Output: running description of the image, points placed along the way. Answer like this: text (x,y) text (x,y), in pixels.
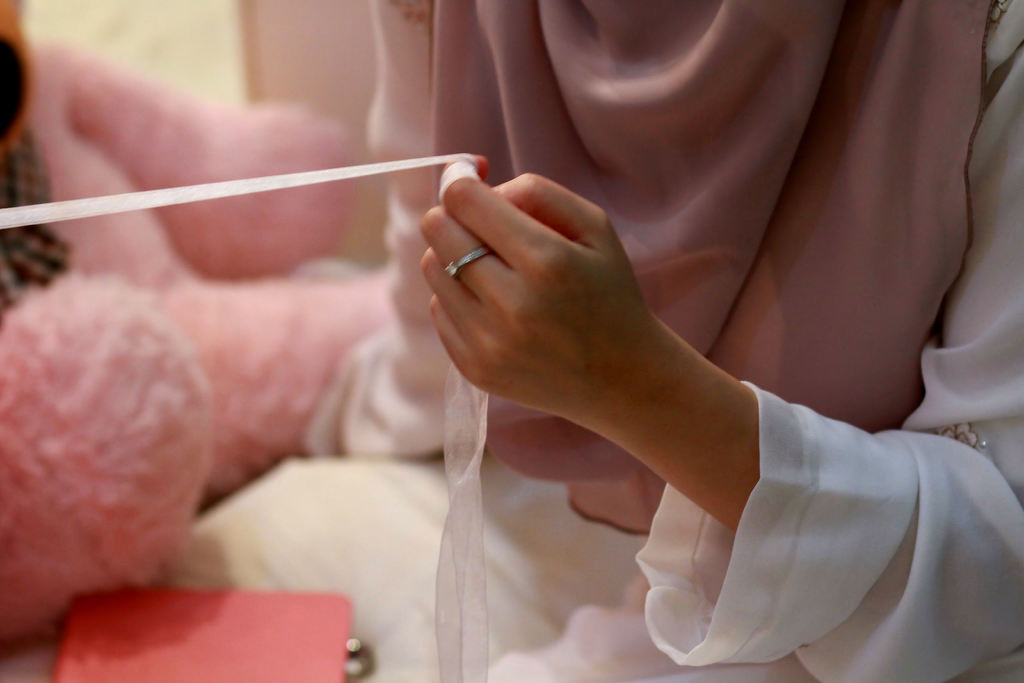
In this image there is a person (417,450) holding a white ribbon (477,483), on the left side (55,158) there is a teddy bear (116,402).
